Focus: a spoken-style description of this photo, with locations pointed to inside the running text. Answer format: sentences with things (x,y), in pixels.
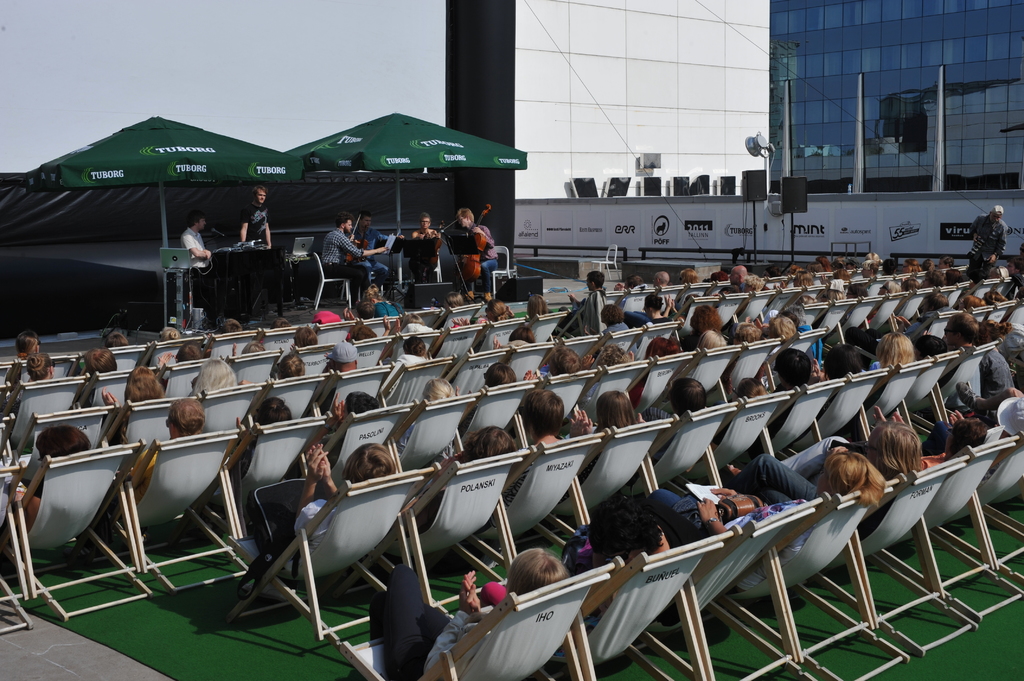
In this image there are group of persons (426,327) sitting on the chairs (628,443), and there are laptops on the tables (284,261), few persons (346,232) are holding the musical instruments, umbrella (437,142) with poles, and there is a building (643,156), focus light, iron rods (1022,187), boards (627,208), speakers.
